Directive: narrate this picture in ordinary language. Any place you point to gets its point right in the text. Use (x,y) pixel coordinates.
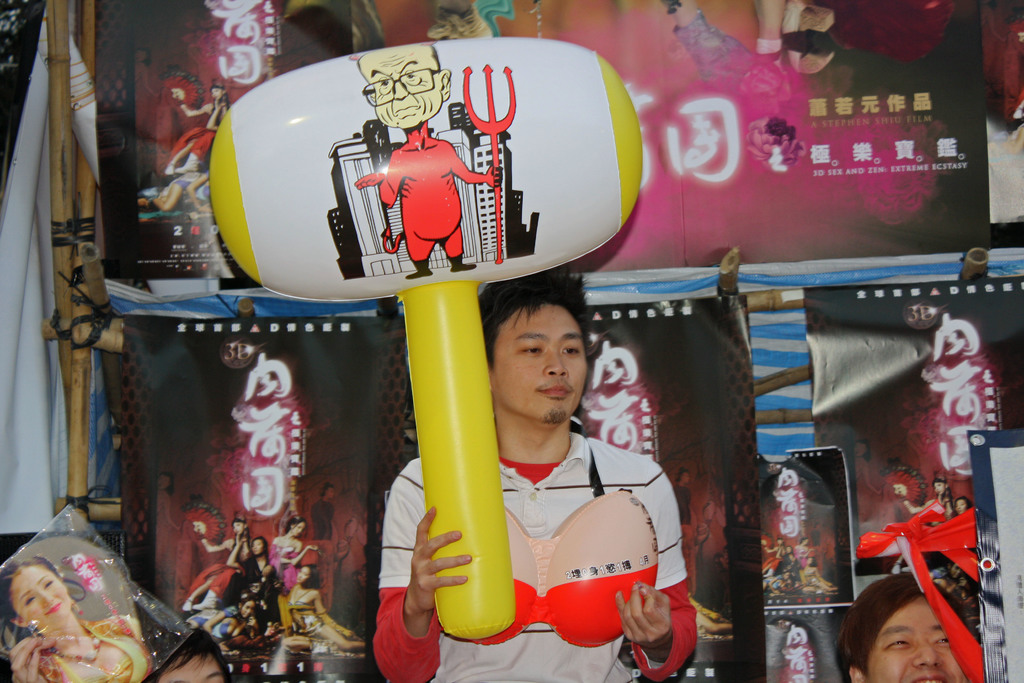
In the center of the image (508,380) we can see a man (547,472) standing and holding a balloon (483,531) in his hand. In the background (699,374) there are banners (732,314) and we can see boards (174,528). At the bottom (913,664) there are people (873,609).
